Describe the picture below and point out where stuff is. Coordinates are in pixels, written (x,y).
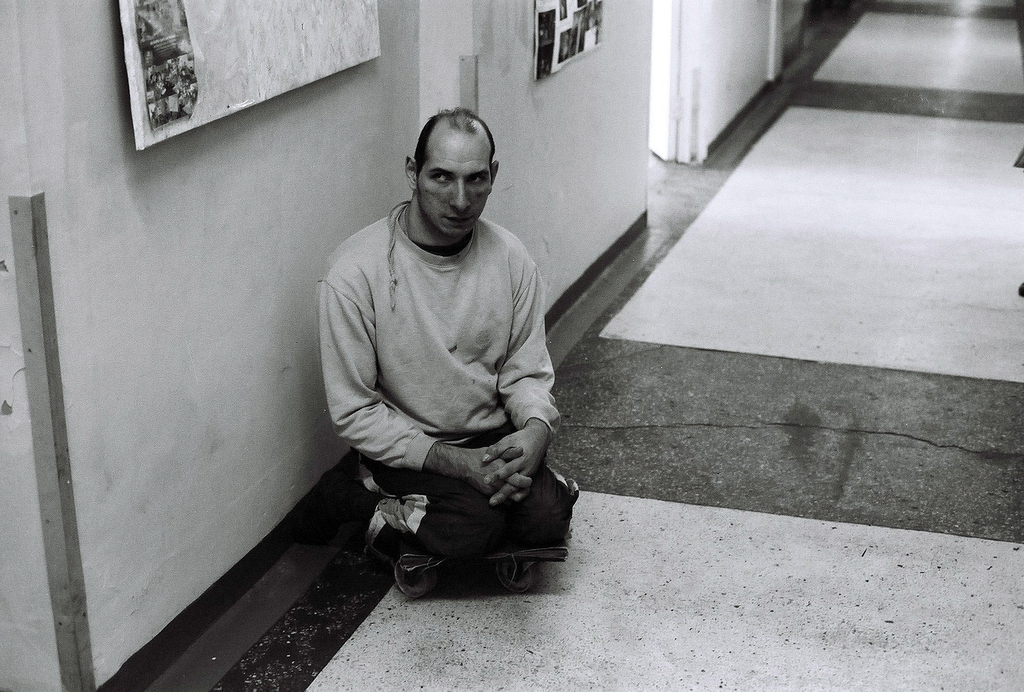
In this image we can see a person (478,376) sitting on a trolley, there is a wall (719,95), on that there are two boards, and the picture is taken in black and white mode.
